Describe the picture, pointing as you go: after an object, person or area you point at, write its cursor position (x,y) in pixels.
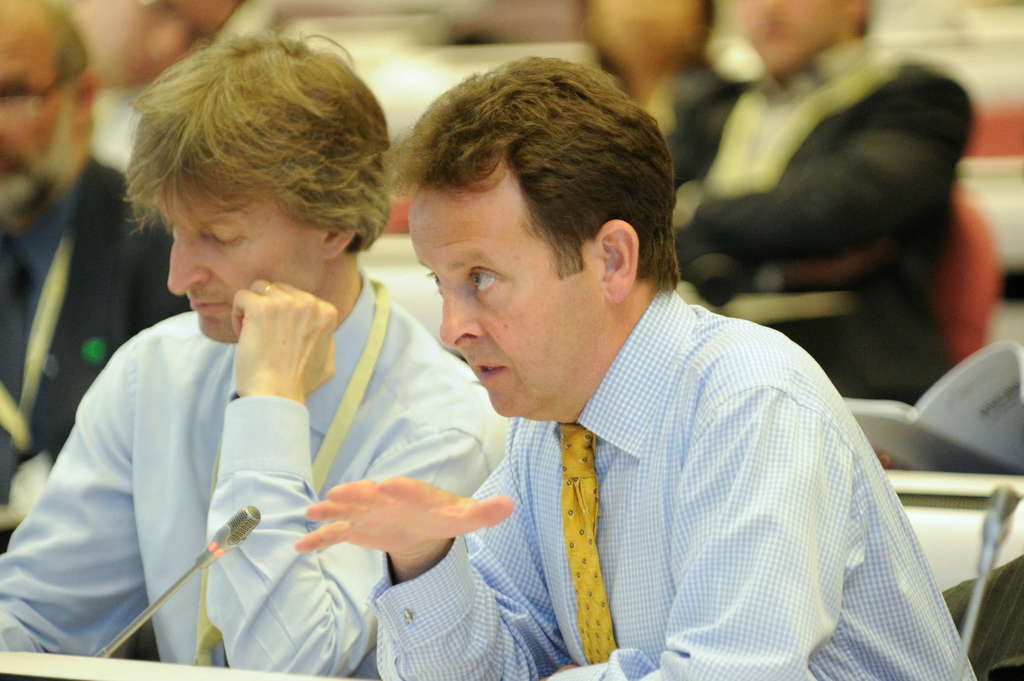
In this image we can see some persons (350,276), microphones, book (930,414) and other objects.
